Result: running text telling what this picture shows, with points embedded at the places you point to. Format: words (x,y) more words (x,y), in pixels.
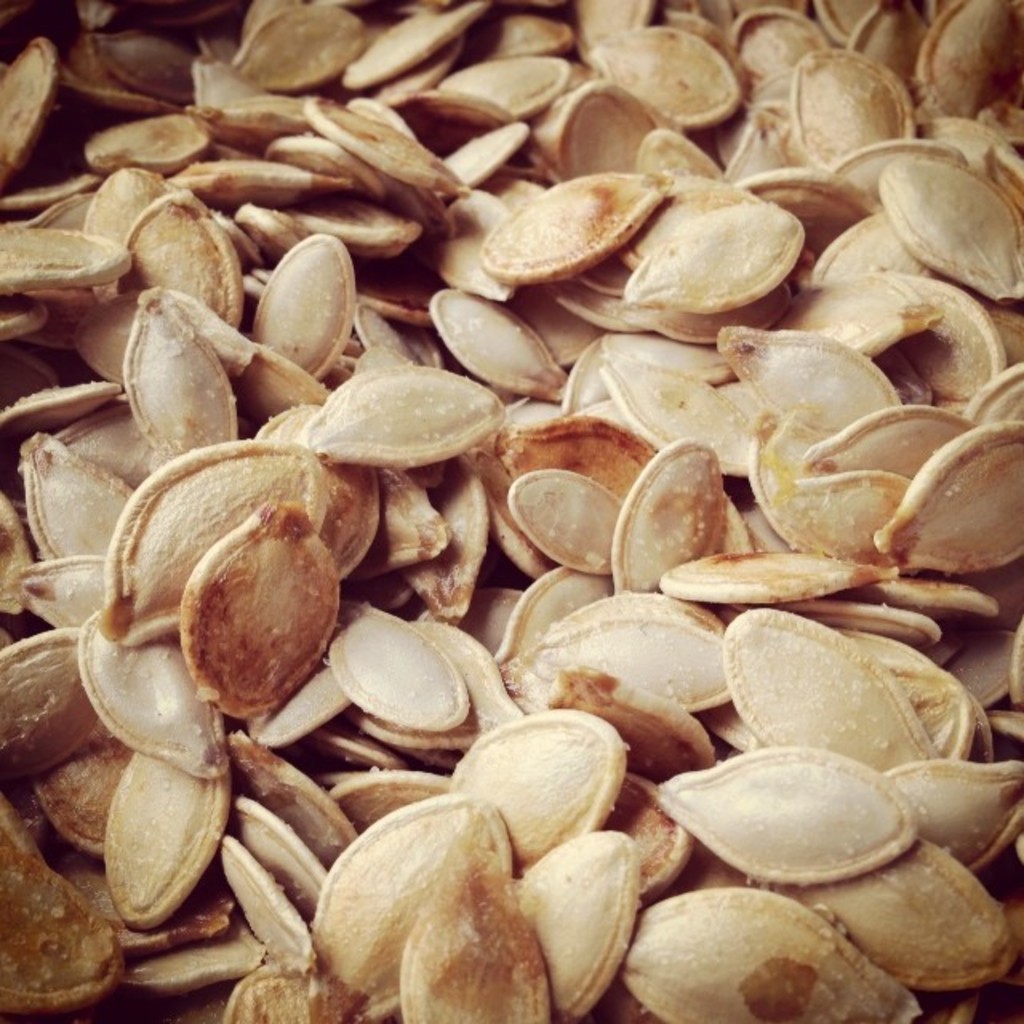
In this image we can see the pumpkin seeds (461,82).
